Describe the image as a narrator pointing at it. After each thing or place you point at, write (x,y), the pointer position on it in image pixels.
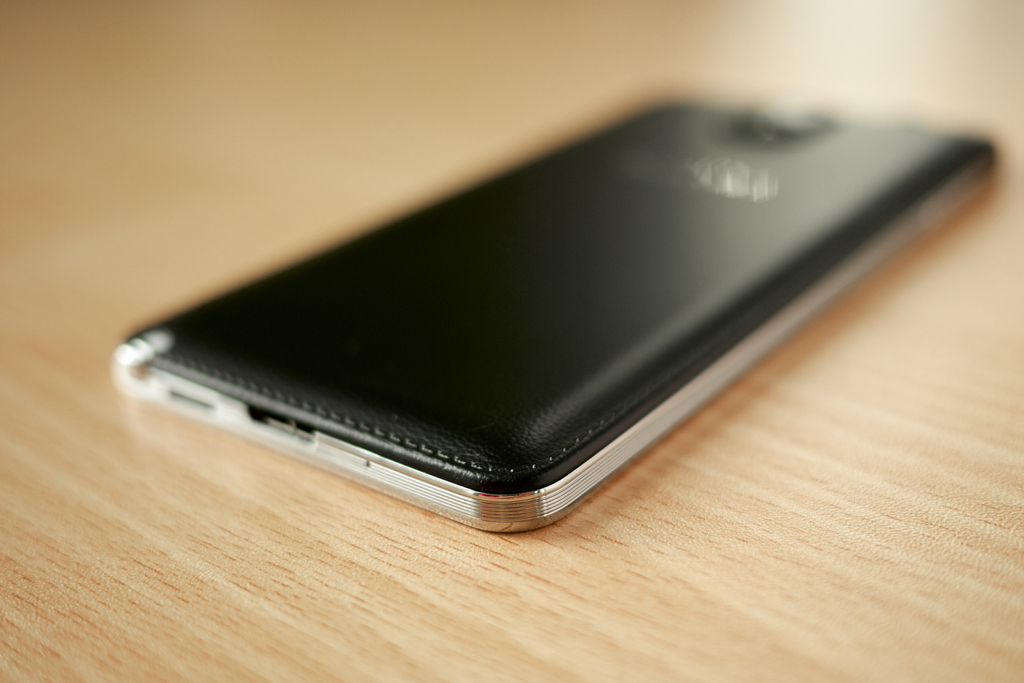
In this image we can see a device (661,264) placed on the surface (264,575).
